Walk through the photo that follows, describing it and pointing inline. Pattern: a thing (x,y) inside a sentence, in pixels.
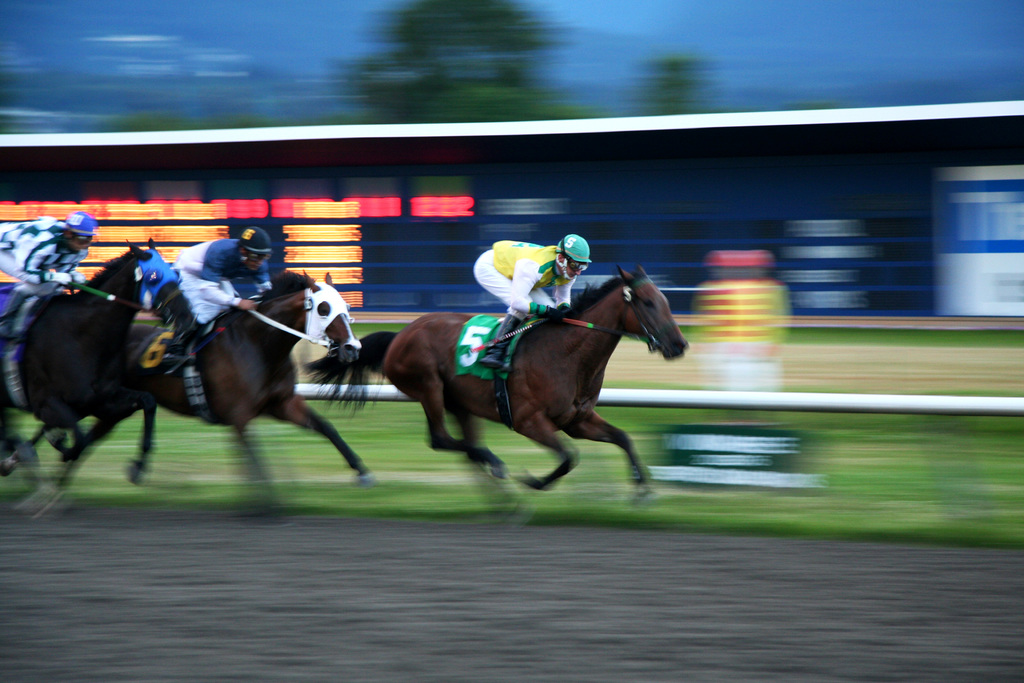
In this picture we can see few people (567,244), they are riding horses (613,313) and they wore helmets (257,252), in the background (820,428) we can see a metal rod (854,395) and grass (897,473), and also we can see trees (486,74).
